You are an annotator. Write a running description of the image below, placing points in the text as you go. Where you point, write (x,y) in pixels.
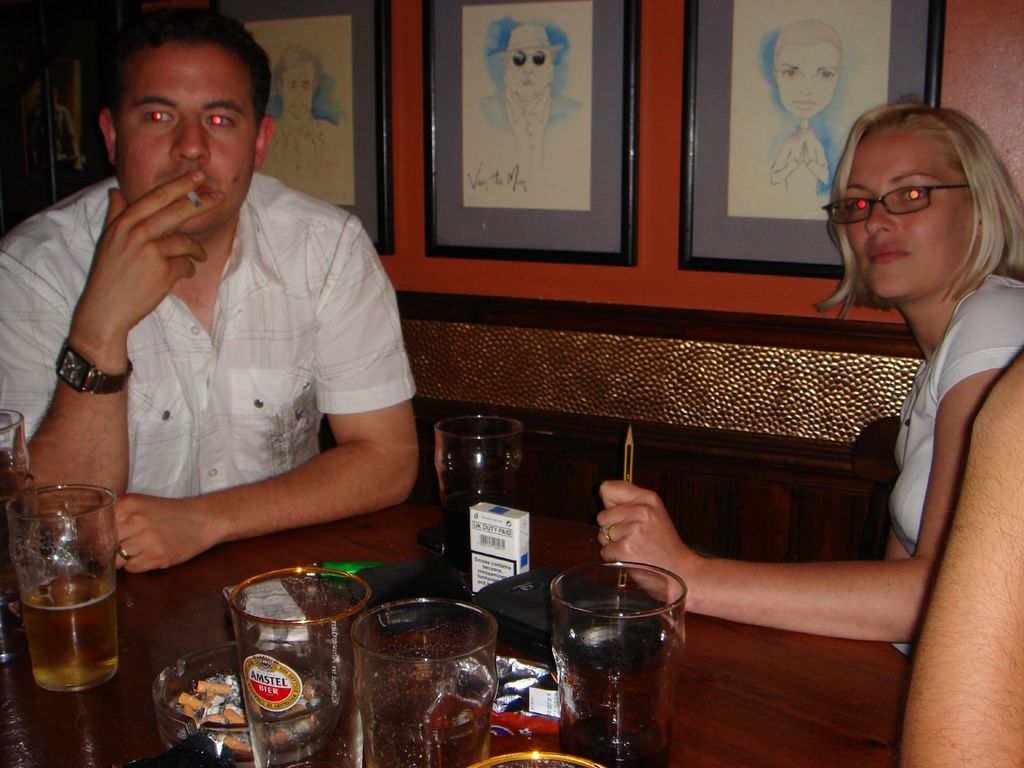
In this picture we can see a person (78,298) smoking cigarette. There is a woman (729,597) holding an object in her hand (656,558). We can see a person (1016,767) on the right side (940,754). There are few glasses (314,666), box (521,524), cigarette ashtray (220,672) and other objects (410,587) on a wooden table (823,742). There are a few frames (341,12) on the wall (1018,111).
